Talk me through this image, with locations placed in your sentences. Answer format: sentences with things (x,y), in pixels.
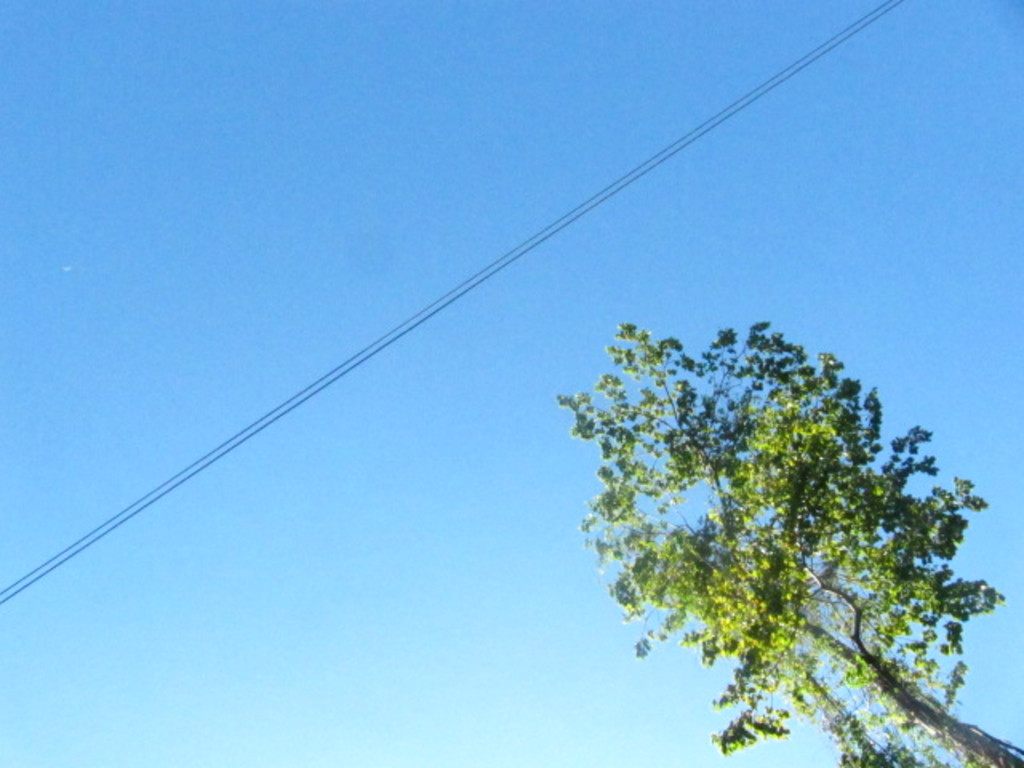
On the right side of the image (705,471) we can see a tree (887,606). In the center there is a wire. In the background (409,192) there is sky (477,127).
